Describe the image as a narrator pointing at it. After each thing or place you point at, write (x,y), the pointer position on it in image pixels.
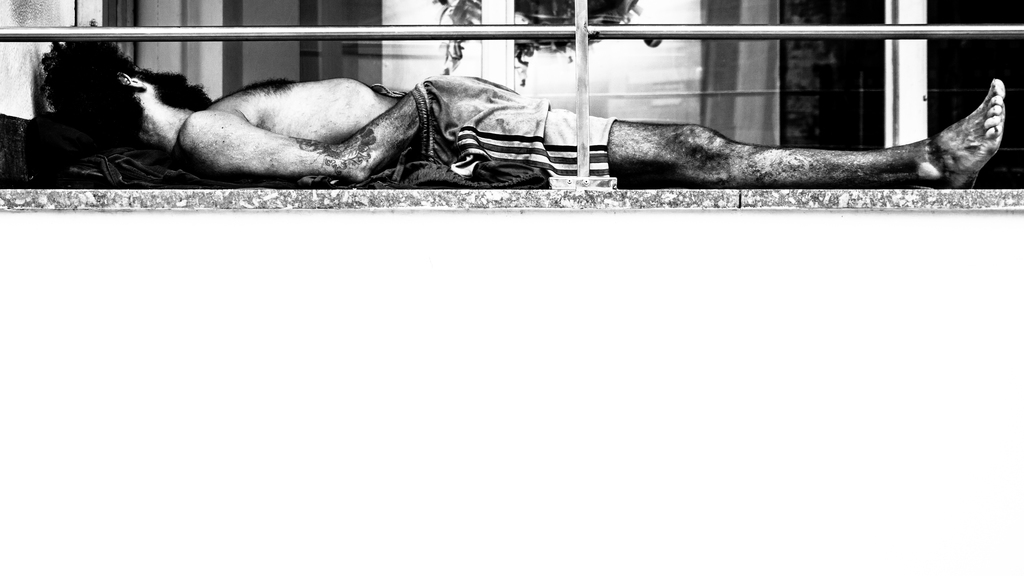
This image is a black and white image. This image is taken outdoors. At the top of the image (570,191) there is a floor (855,201). In the middle of the image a man (241,121) is lying on the floor (841,202) and there is a railing (568,31). In the background (474,50) there is a wall (715,62).
